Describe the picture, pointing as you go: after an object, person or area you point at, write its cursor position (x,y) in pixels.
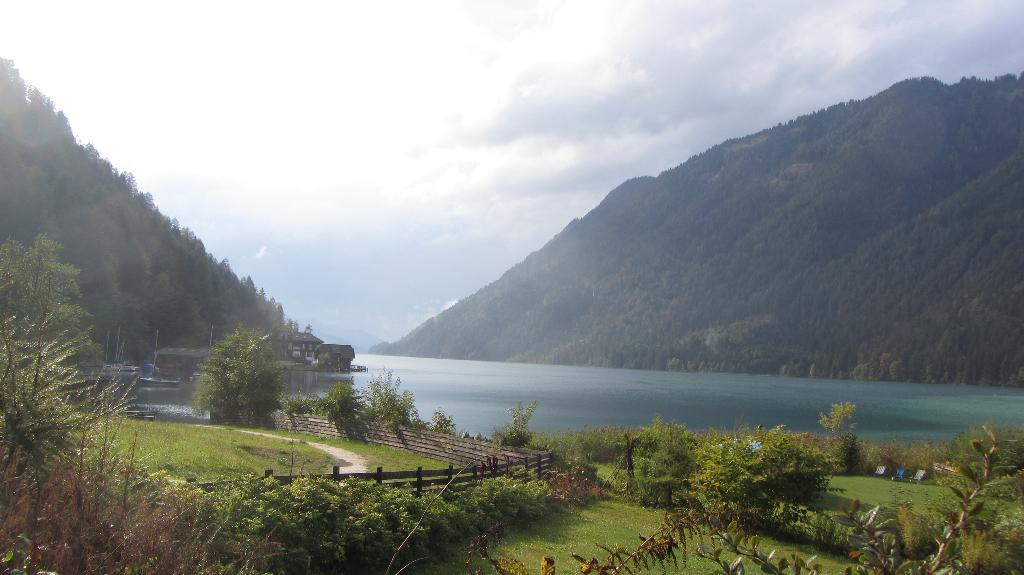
At the bottom (494,494), we see the trees (438,527), grass (631,506) and the wooden fence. In the middle (531,368), we see water (554,389) and this water (561,392) might be in the river (566,376). On the left side (181,364), we see the buildings (193,354), poles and the boats (153,375). On the right side (777,224), we see the trees (846,206) and the hills (827,211). On the left side (244,286), we see the trees (186,339) and the hills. In the background (390,265), we see the sky (381,264) and the clouds (403,237).
